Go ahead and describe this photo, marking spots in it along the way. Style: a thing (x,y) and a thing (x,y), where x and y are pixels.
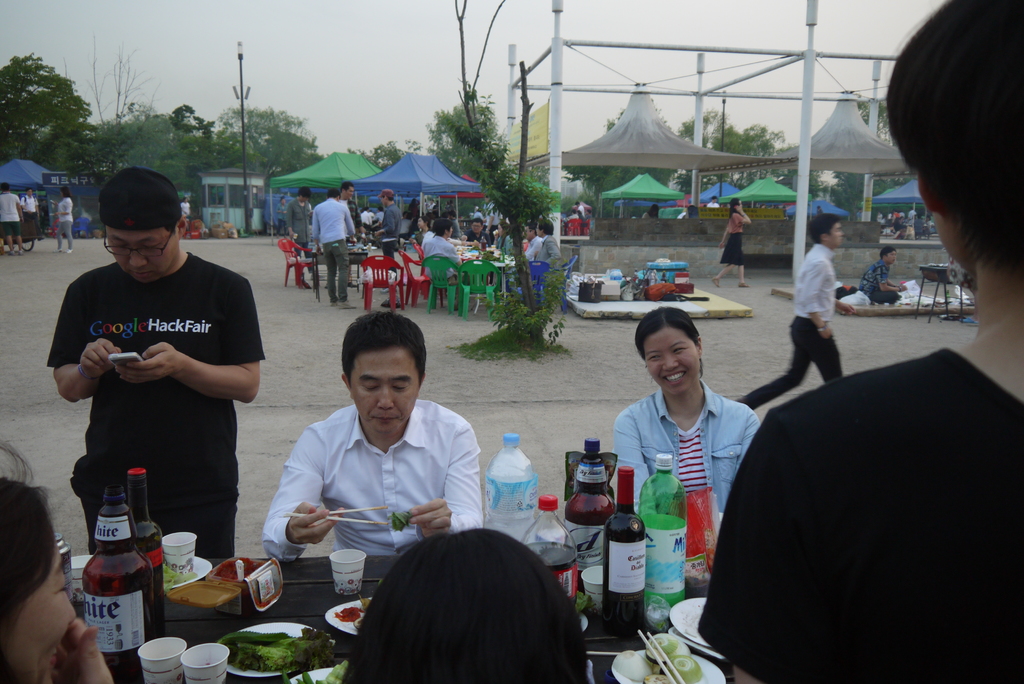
In this image there are group of people (412,406). On the table (287,608) there is a bottle (112,611), cup (156,679), plate (282,631), food (267,641). At the back side (475,171) we can see tree (509,205) and tents (438,192).
